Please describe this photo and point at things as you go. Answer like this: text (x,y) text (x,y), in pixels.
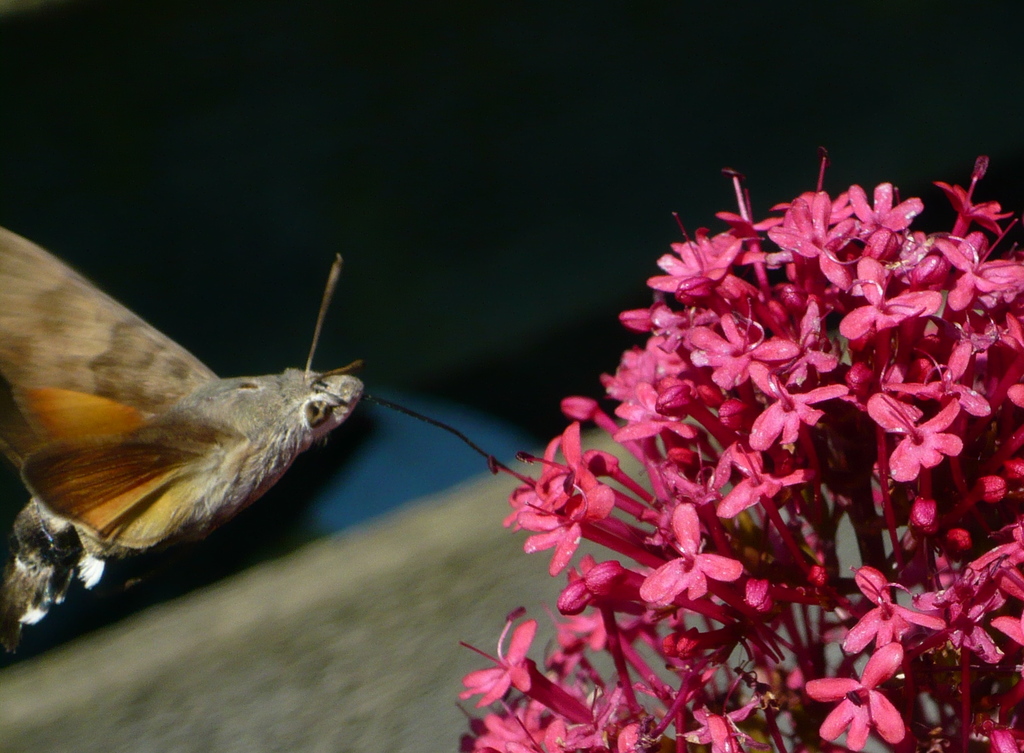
This image consists of a moth (204,499). On the right (732,480), there are flowers (854,638) in pink color. The background is blurred.
